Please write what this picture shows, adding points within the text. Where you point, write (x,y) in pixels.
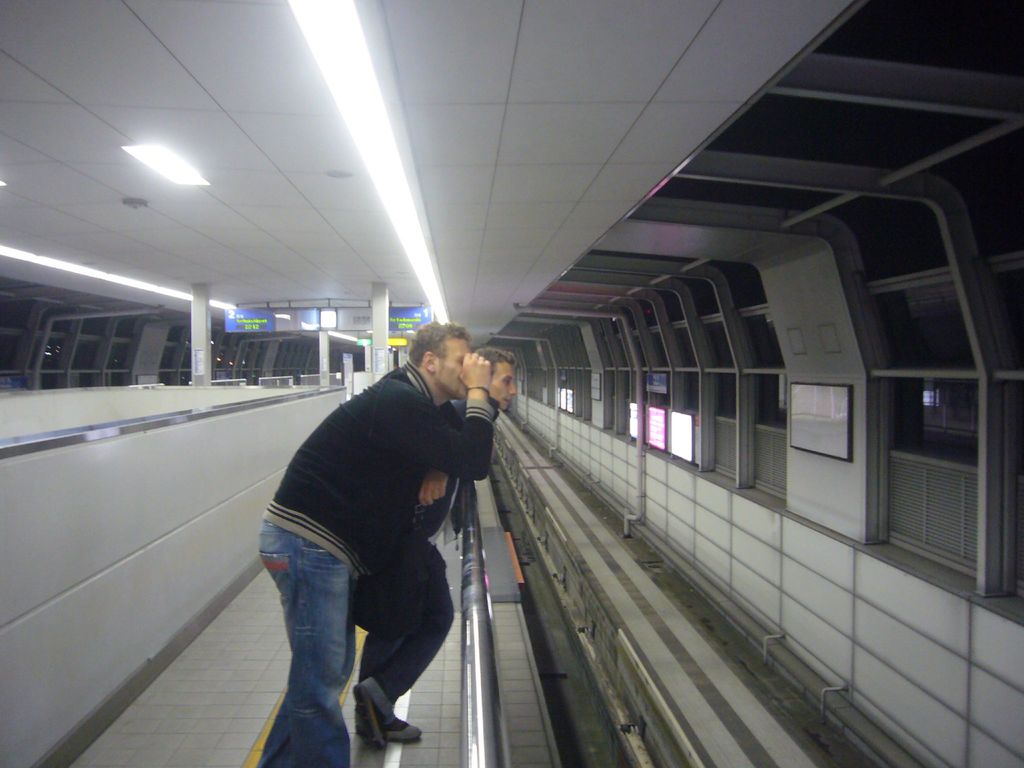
In this image we can see two men (422,597) standing beside a metal pole (476,747). We can also see the screens (690,449) on a wall (647,469), some pillars (737,448), a board (253,310) with some text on it, metal poles (155,422) and a roof (433,199) with some ceiling lights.
